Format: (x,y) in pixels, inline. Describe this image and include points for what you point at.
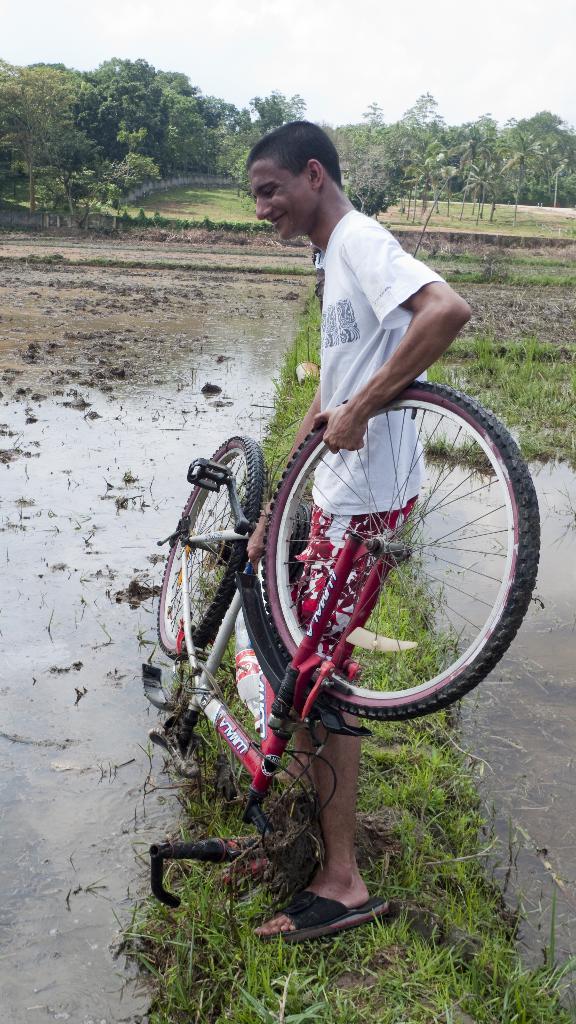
In the middle of this image (381,650), there is a boy (413,308) in a white color T-shirt (342,402), holding a bicycle (273,588) and standing on an embankment (441,789) on which there is grass (359,1005). On the left side (88,957), there is water (120,905). On the right side (500,729), there is water (490,695). In the background (8,78), there are trees (30,68), plants (548,196), grass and there are clouds (369,29) in the sky (376,50).
